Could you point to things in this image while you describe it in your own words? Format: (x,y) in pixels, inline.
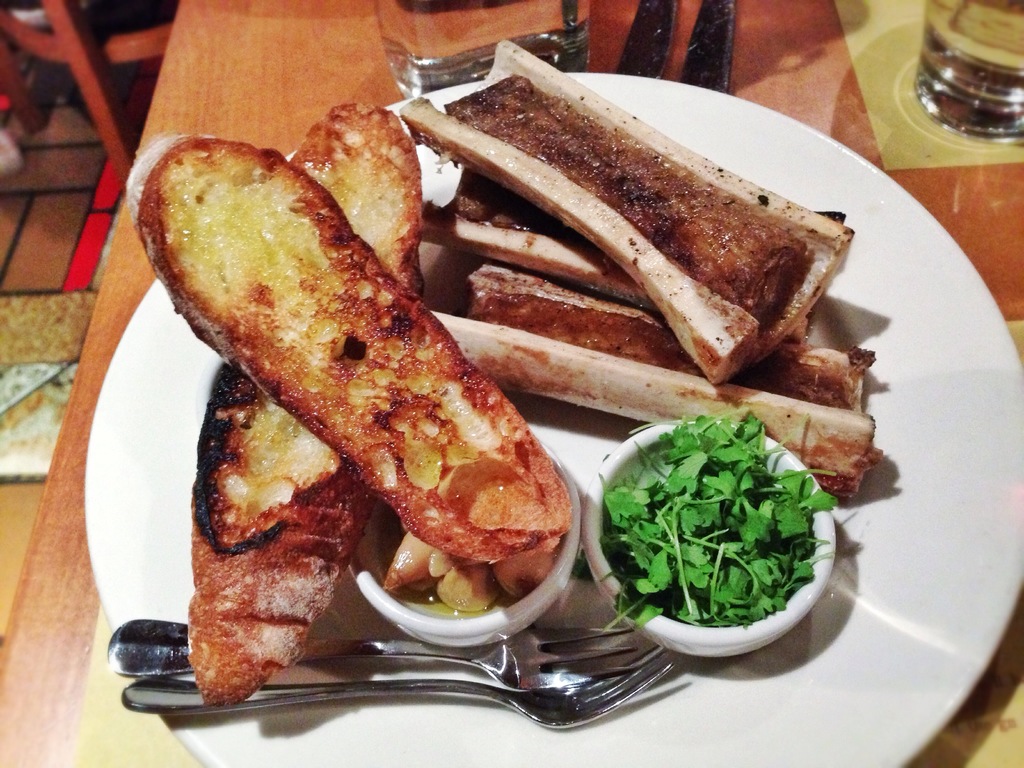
In this image there is a table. On the table (969,719) there is a plate (591,449). On that plate (515,401) there are food items (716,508), Vegetable (720,523), Forks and Bowls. And on the floor (83,214) there is a chair (79,43).
